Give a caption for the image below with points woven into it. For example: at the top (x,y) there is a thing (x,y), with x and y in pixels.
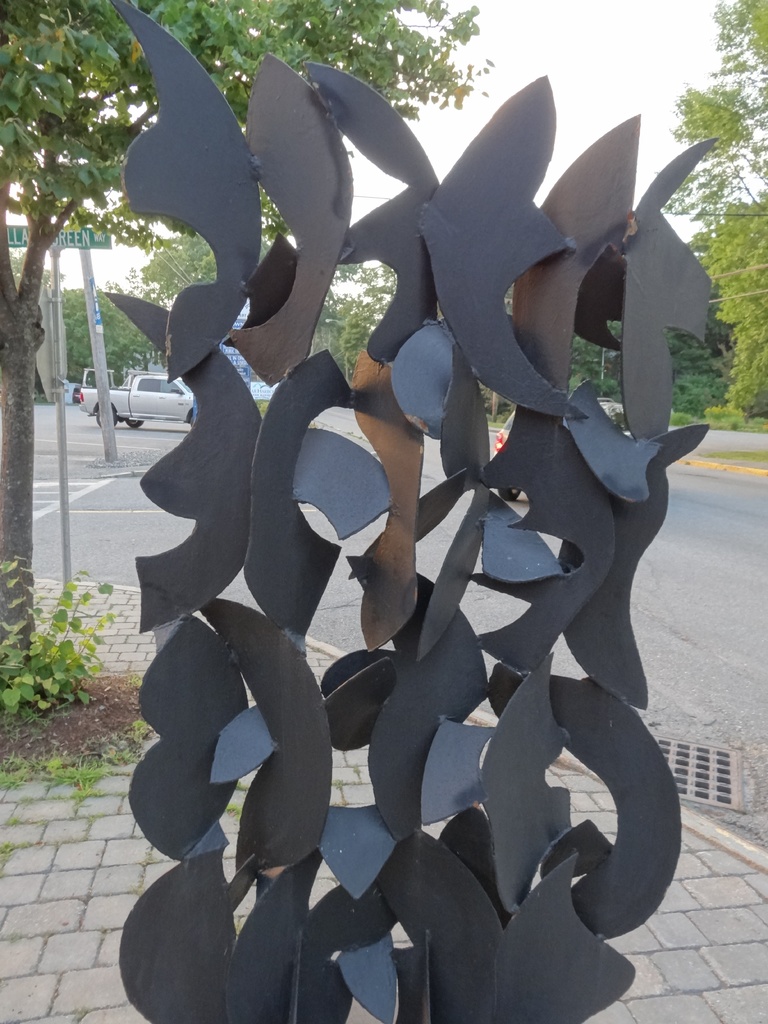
In the foreground of the image (371,622) we can see a sculpture (377,697). In the center of the image (435,569) we can see vehicles (138,416) parked on the ground (137,458). On the left side of the image (89,233) we can see poles (106,402), sign board (96,239) with some text (79,237). In the background (90,360), we can see a group of trees (169,13), plants (10,702), cables (758,294). At the top of the image (592,42) we can see the sky (607,36).
